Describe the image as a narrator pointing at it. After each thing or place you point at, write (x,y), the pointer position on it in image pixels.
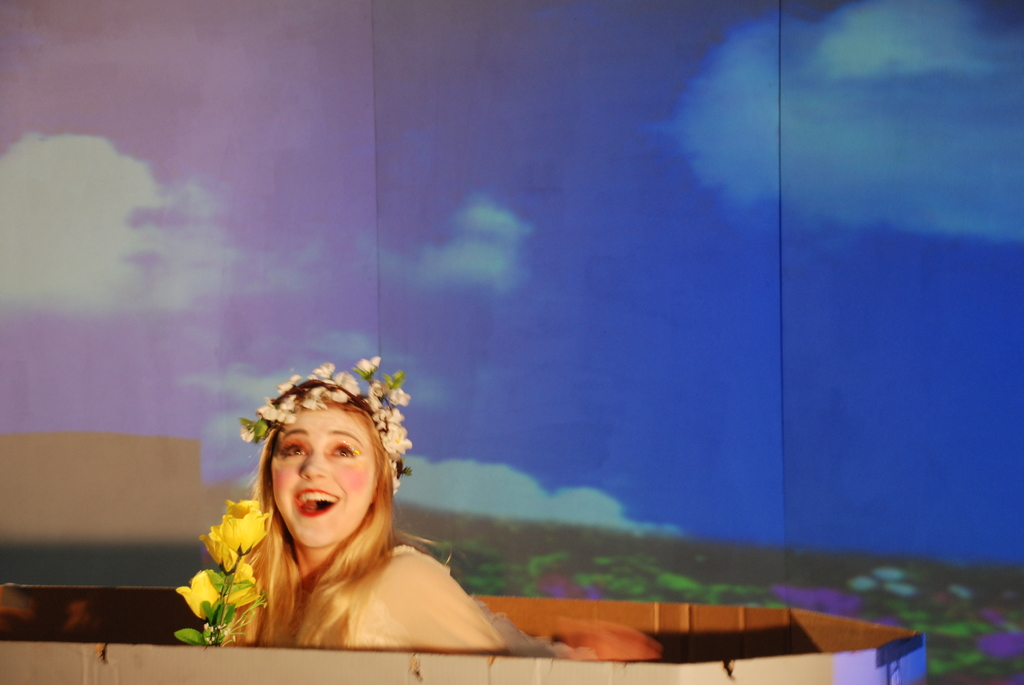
This woman (335,424) is smiling and wore crown (380,418). In-front of this woman (285,551) there are flowers (239,566). Background (826,293) we can see clouds (442,477) and sky (342,329).
